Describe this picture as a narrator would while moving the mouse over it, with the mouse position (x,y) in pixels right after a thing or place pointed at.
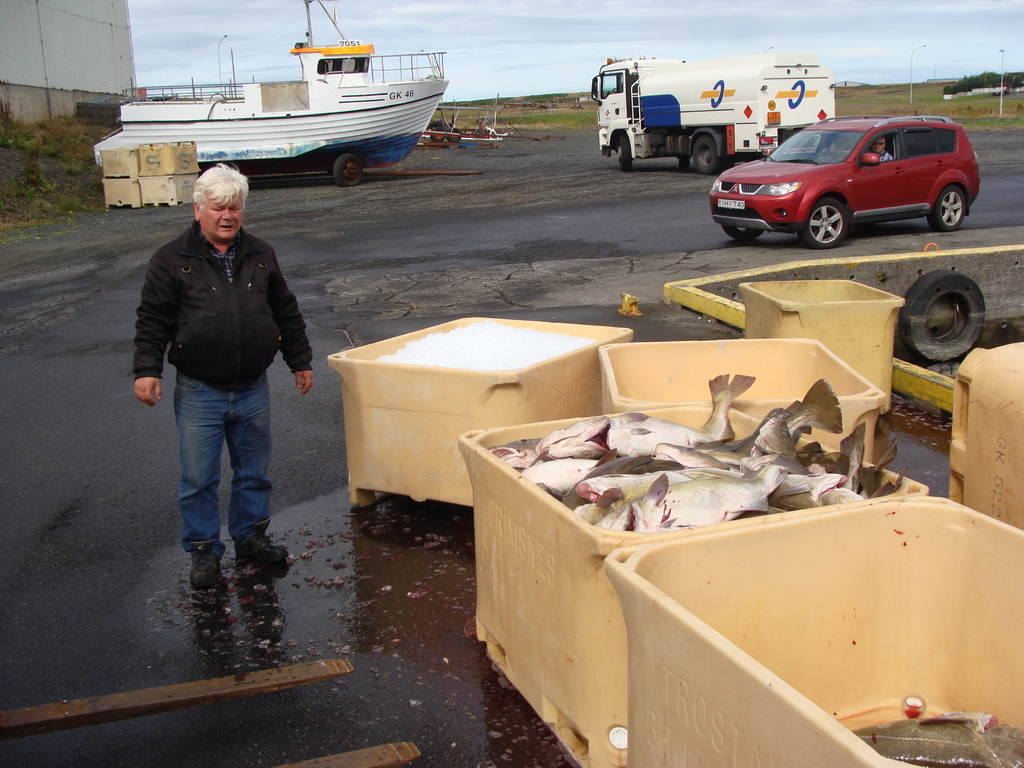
Man (263,377) standing, in the box (562,581) fish (720,479) is present, here there are vehicles (659,121).
